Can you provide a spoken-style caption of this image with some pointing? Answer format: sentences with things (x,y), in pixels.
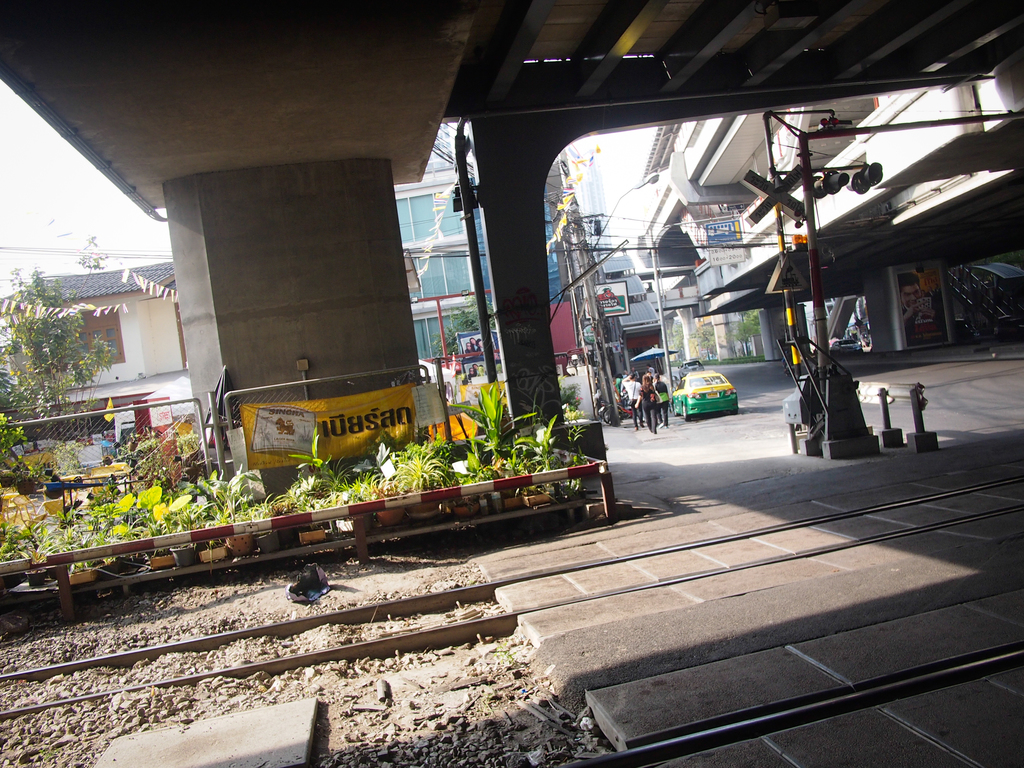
In this picture we can see tracks (353,630), few plants (317,485), fence (409,440) and poles (606,372), in the background (647,278) we can find few trees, buildings (643,291), hoardings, vehicles (677,402) and group of people (655,386).
